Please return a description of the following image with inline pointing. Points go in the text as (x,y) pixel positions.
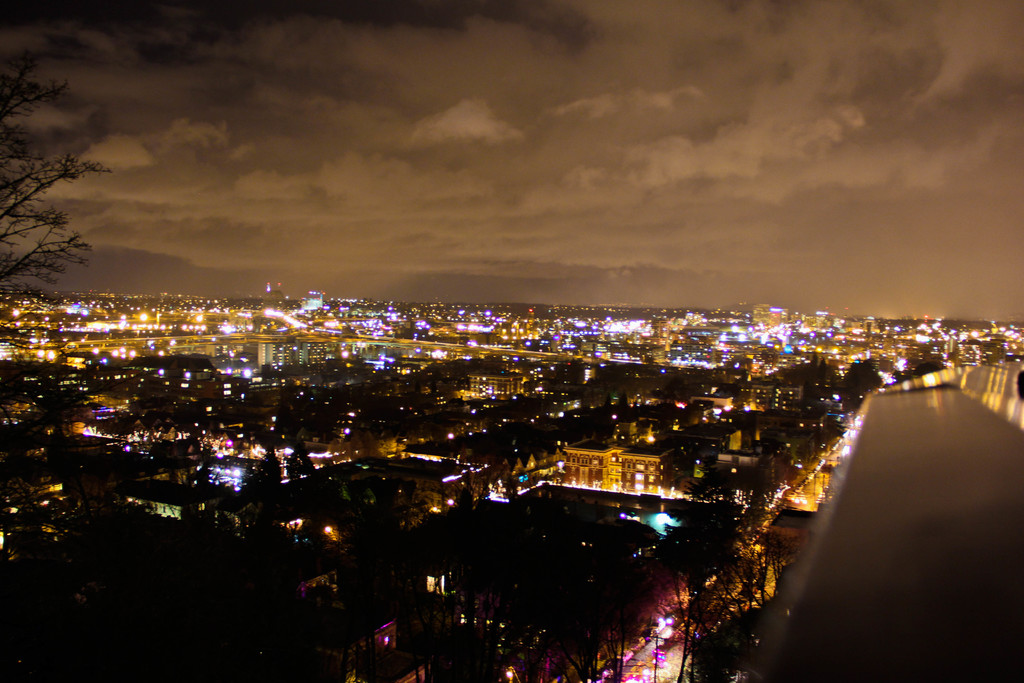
In this image there are trees (435,626), buildings (754,330), lights (734,329). At the top of the image (582,173) there are clouds (598,130) in the sky (580,94).
